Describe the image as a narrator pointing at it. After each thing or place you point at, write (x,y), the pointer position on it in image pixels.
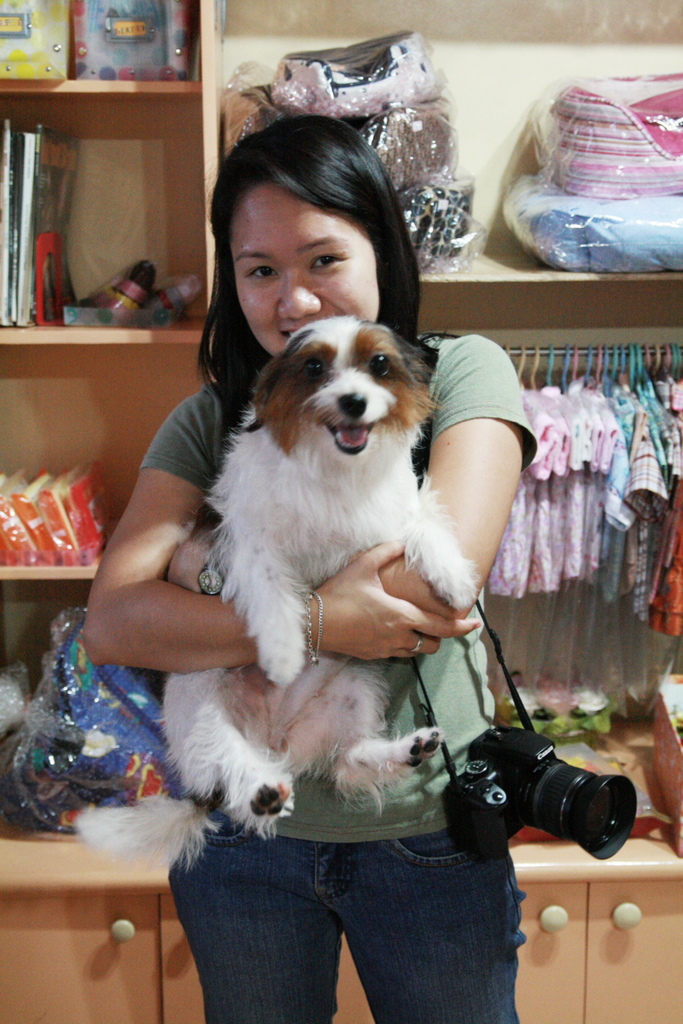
On the background (396,76) we can see a rack (211,83) and in a rack (108,164) we can see packets (77,494), books (46,228), bottles (142,260), boxes (112,3) and clothes (648,507) are arranged. Here we can see a woman (486,393) with short hair (353,150) holding a camera (520,729) and a dog (349,551) in her hands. She has a black colour short hair (379,208).
